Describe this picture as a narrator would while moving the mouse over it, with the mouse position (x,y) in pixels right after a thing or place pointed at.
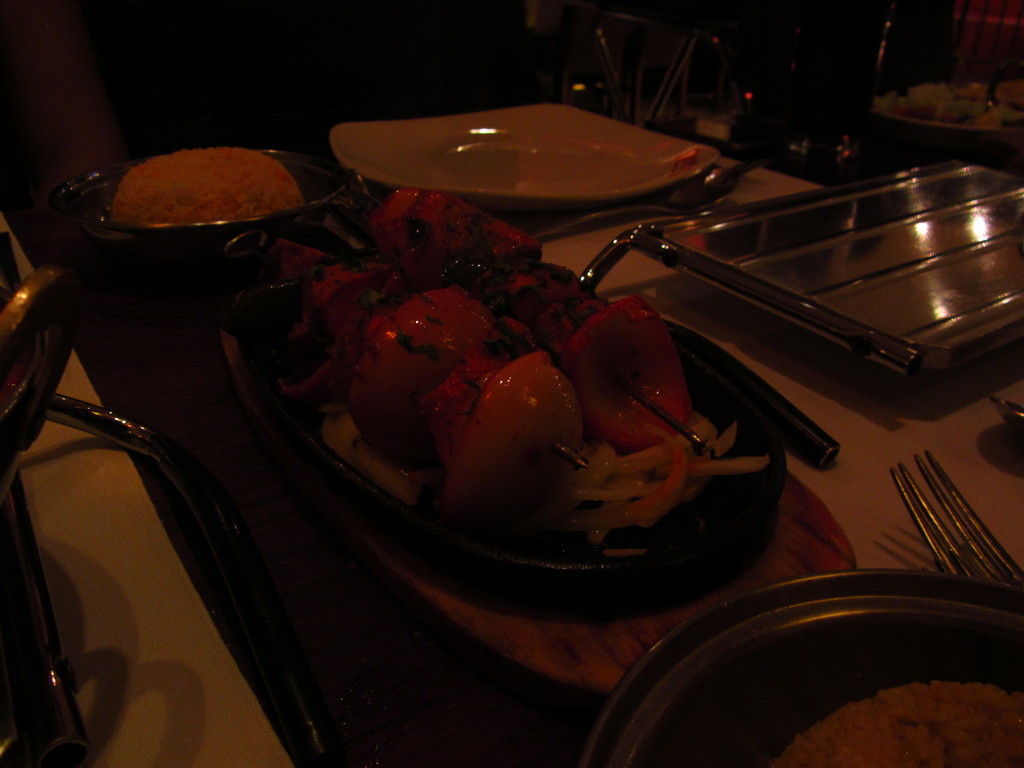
In this image there are food items (385,378) in the bowls (985,588) and on the plate (663,584), and in the background (896,251) there is a silver tray (901,236), plate (611,199), spoon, fork (962,561) on the table (986,396).
